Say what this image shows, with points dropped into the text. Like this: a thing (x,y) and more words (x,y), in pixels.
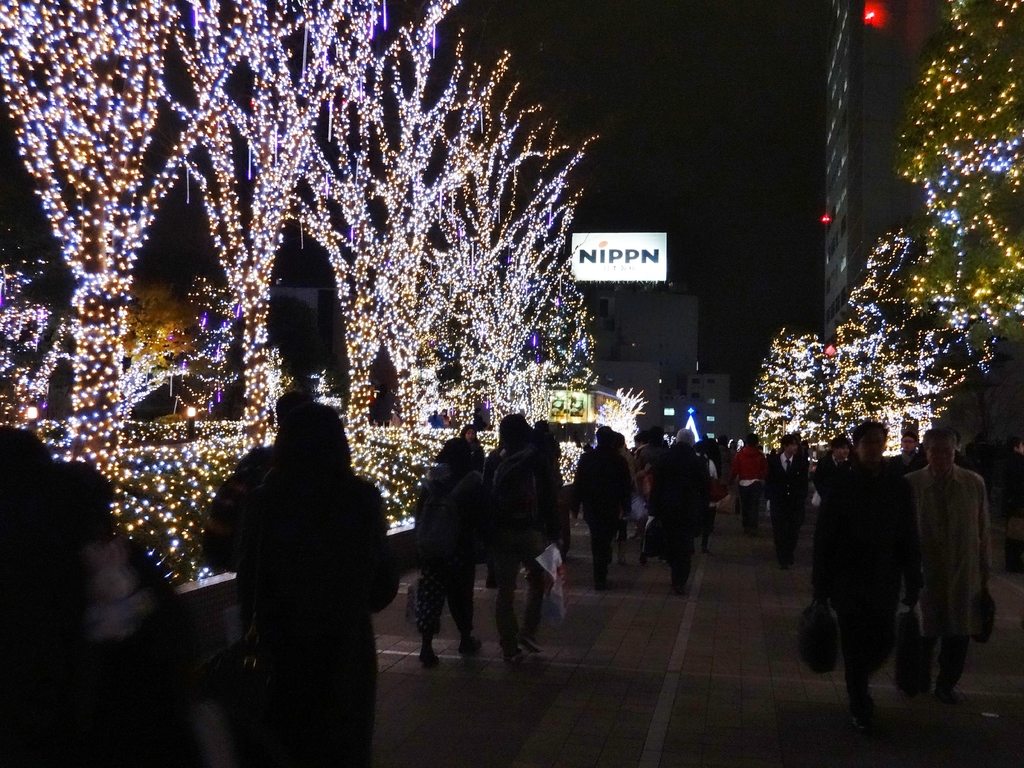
In this image there are many people (972,493) walking on the road (702,661), and there are some buildings (610,336) at the back (606,298), and background (645,128) is black.
